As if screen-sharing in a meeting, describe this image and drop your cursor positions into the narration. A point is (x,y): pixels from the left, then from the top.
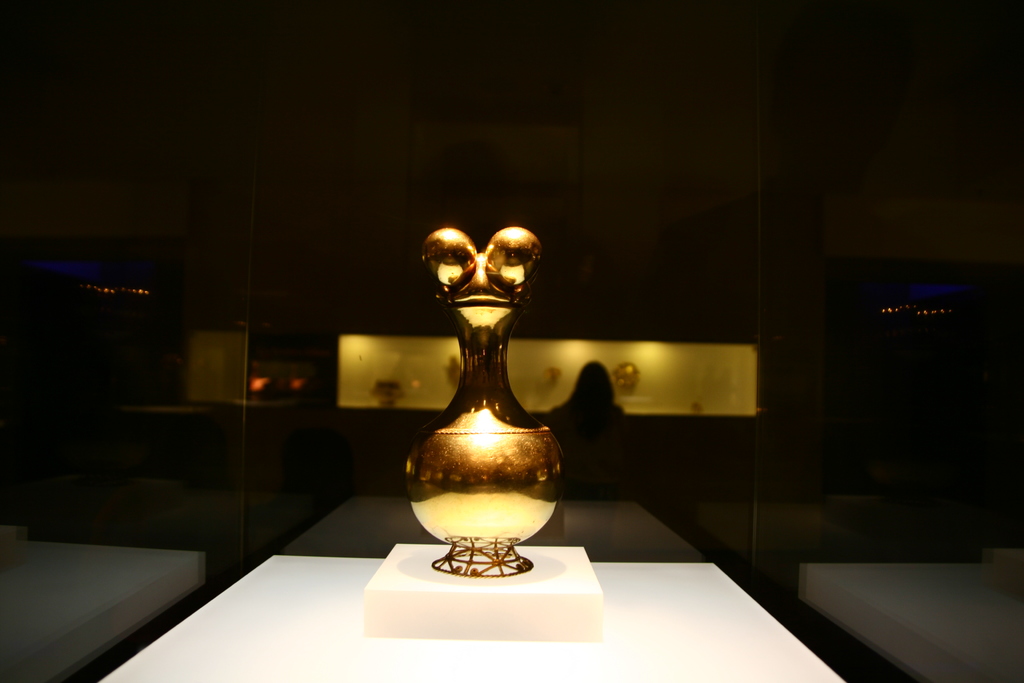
There is an object (485,418) which is golden in color is placed on a white surface (514,637).
